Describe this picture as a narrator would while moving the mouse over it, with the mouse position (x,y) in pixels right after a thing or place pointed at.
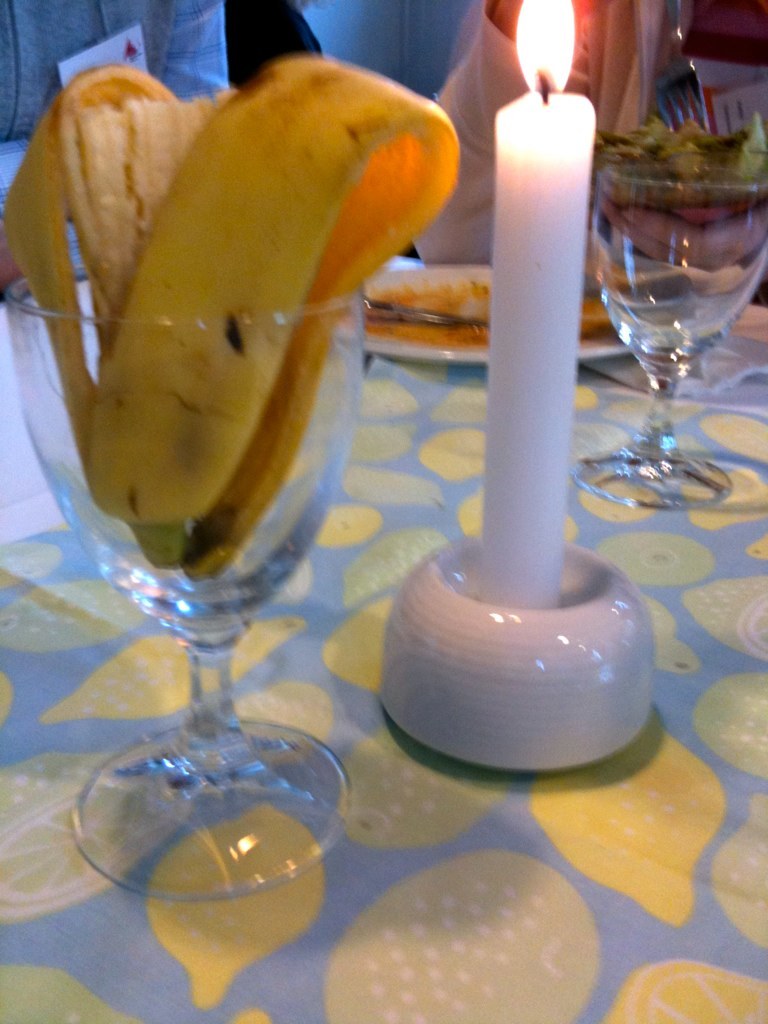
In this picture there is a table (357,434) in the center of the image (461,458), on which there are glasses (690,344), food items (151,198), and a candle (572,386), there are people (628,87) at the top side of the image (512,80).
